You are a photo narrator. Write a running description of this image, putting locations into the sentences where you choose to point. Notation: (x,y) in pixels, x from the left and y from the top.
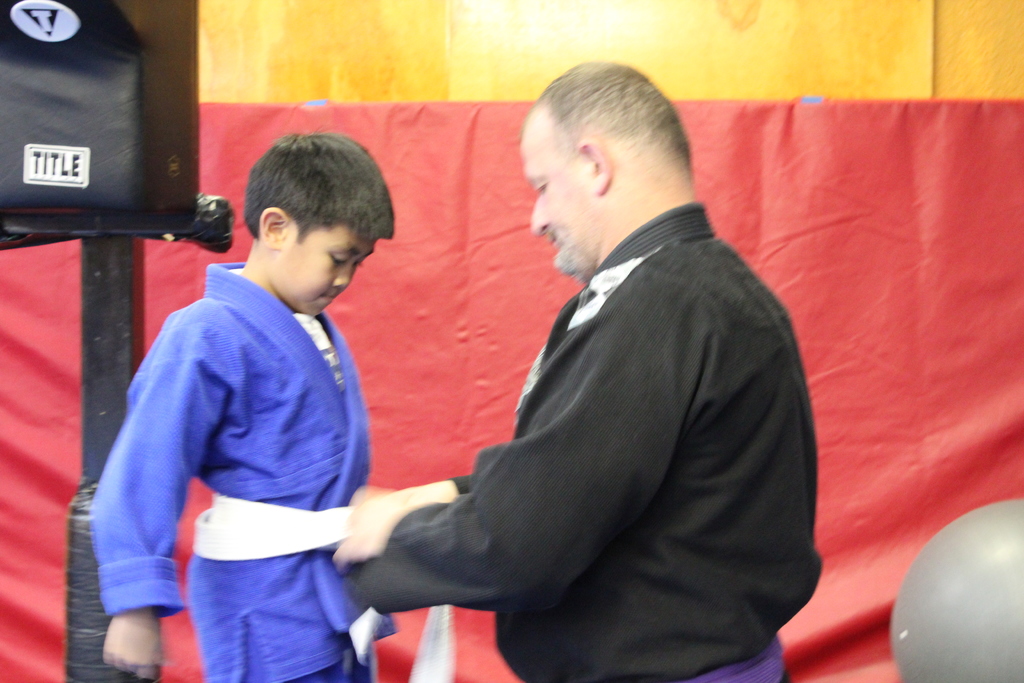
In this image we can see a man (595,204) and a child (132,586).
